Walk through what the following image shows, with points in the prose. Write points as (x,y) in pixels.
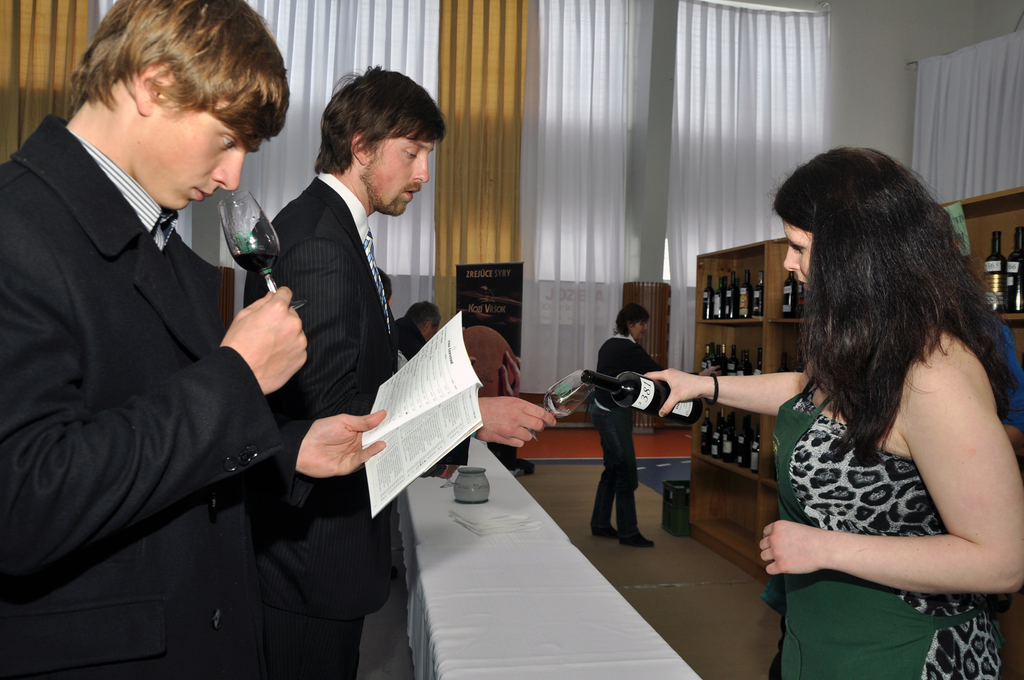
In this picture I can observe some people (134,320) standing on the floor (651,480). I can observe men (376,319) and a woman (791,382). On the right side (724,294) I can observe some bottles (741,313) placed in the shelves (798,346). In the background (758,137) I can observe white and brown color curtains (470,76).
